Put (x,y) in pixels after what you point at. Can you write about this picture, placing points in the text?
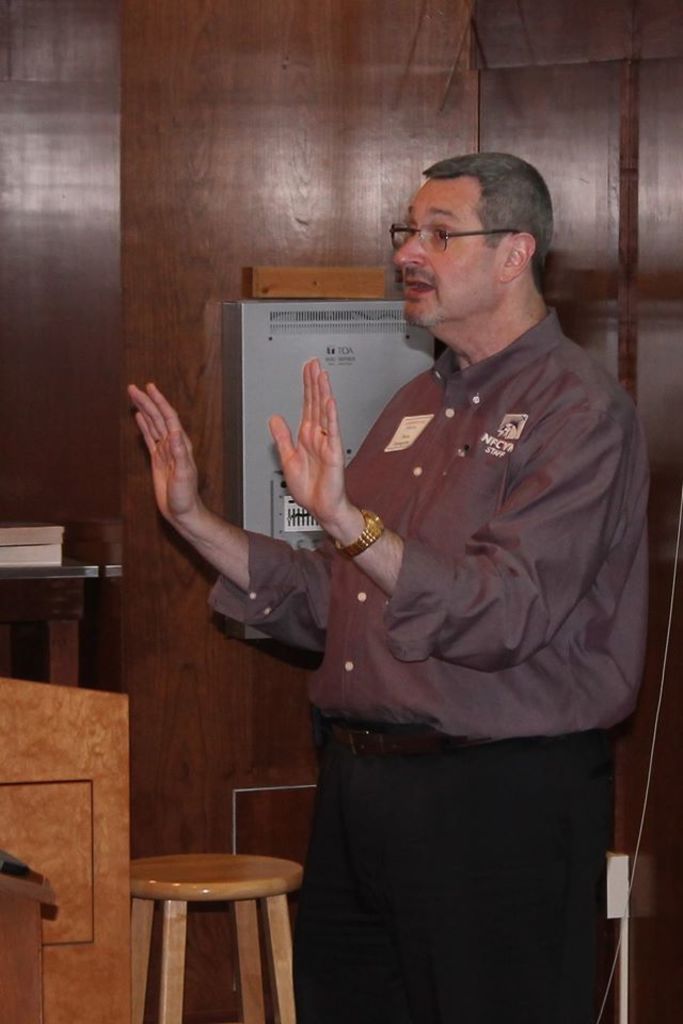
in this image there is a man (344,957) standing and explaining about something and at back ground (246,864) there is chair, table (96,569), book (0,531) and a box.
